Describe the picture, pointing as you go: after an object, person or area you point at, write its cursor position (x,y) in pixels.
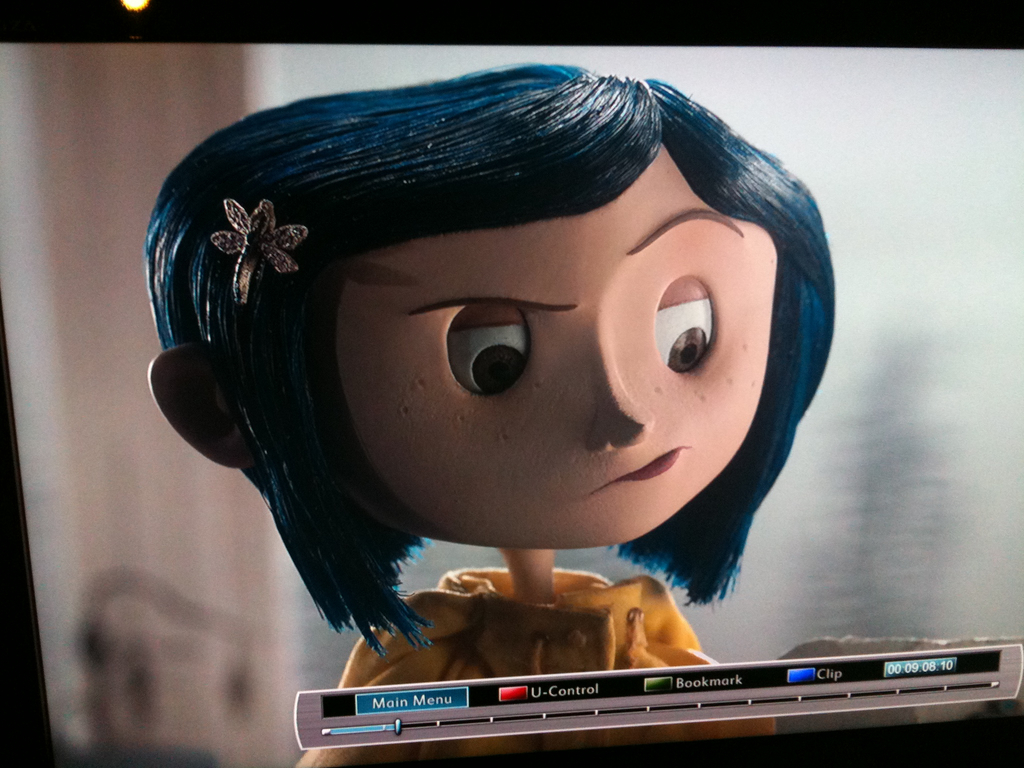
This is an animated image in which there is a cartoon image (485,454) of the girl (513,428) and there are some text (690,689) written which are visible.
